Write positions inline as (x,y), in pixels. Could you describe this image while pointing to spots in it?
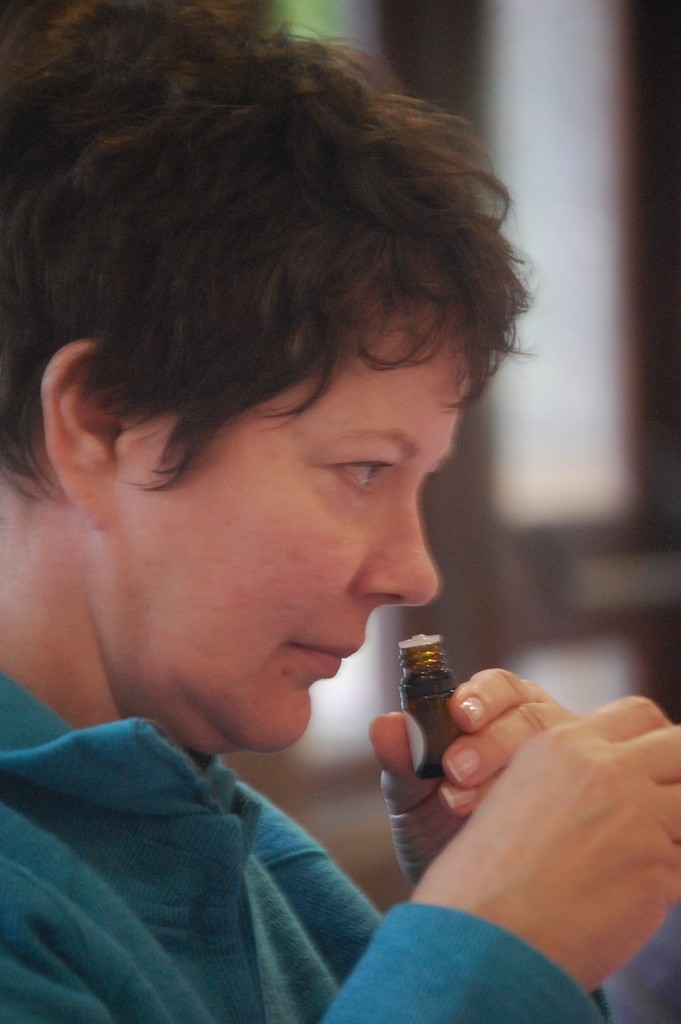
In this image there is a person (11,795) holding a small bottle (445,720) and smelling it. The background (365,837) is blurred.
